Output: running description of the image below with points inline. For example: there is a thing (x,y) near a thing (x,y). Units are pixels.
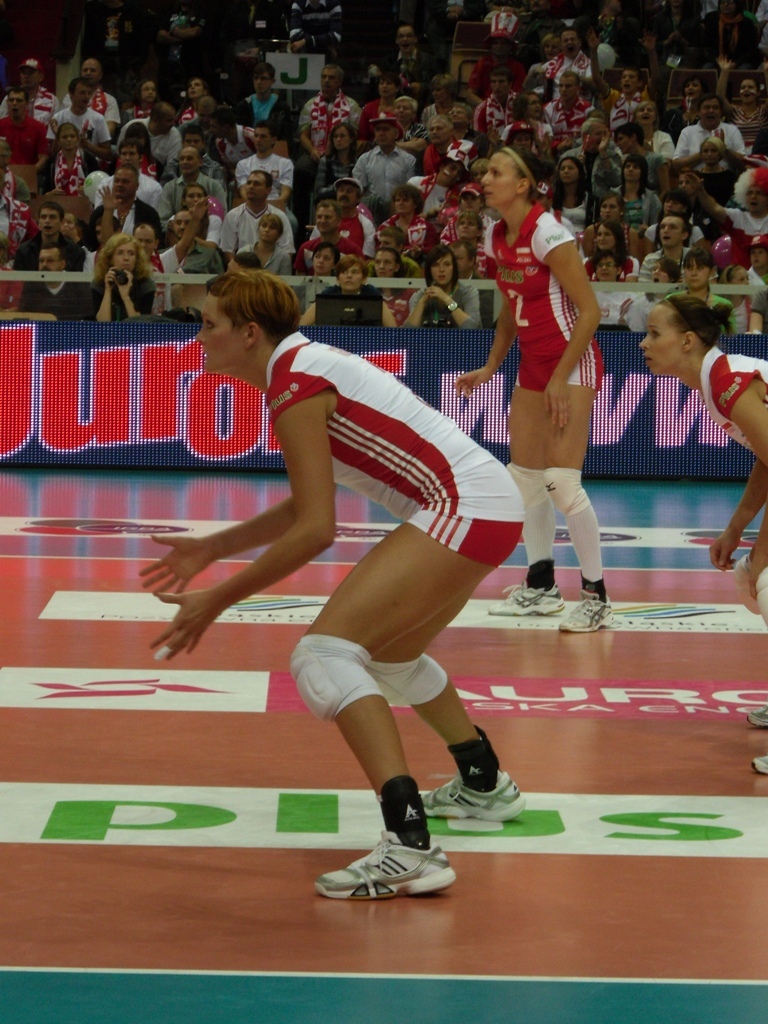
This picture shows few woman (540,488) standing and playing a game. We see audience (387,113) seated and watching.
